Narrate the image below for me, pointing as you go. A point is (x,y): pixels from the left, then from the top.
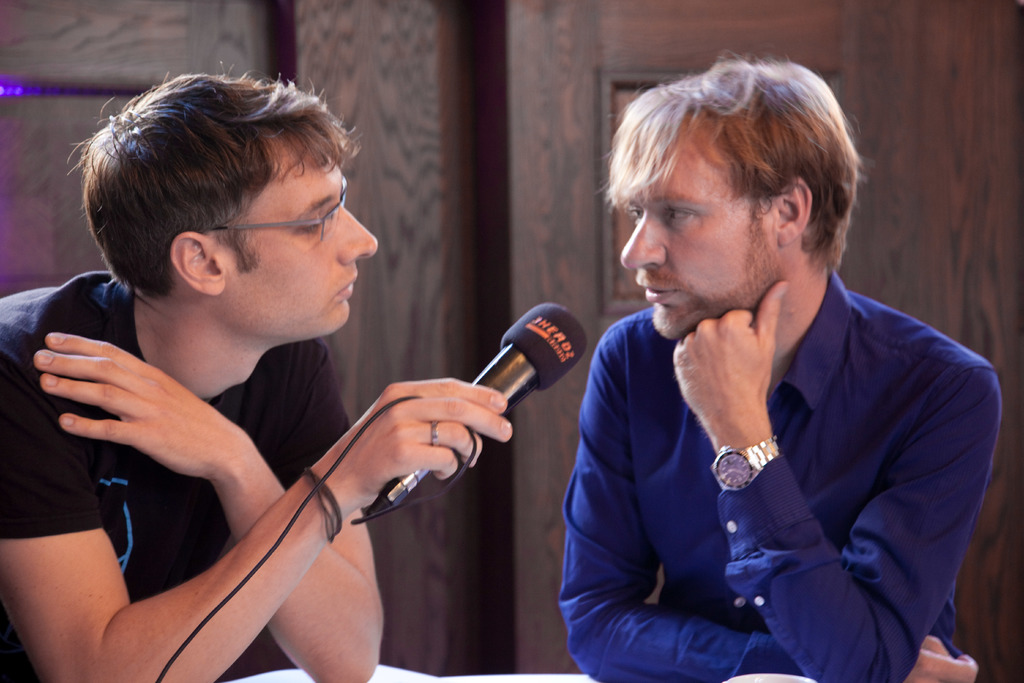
In this picture we can see 2 people (246,566) sitting in front of a brown wooden wall (326,56) and looking at each other. The left side person (483,423) is holding a mike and the right side person (667,482) is wearing a watch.
